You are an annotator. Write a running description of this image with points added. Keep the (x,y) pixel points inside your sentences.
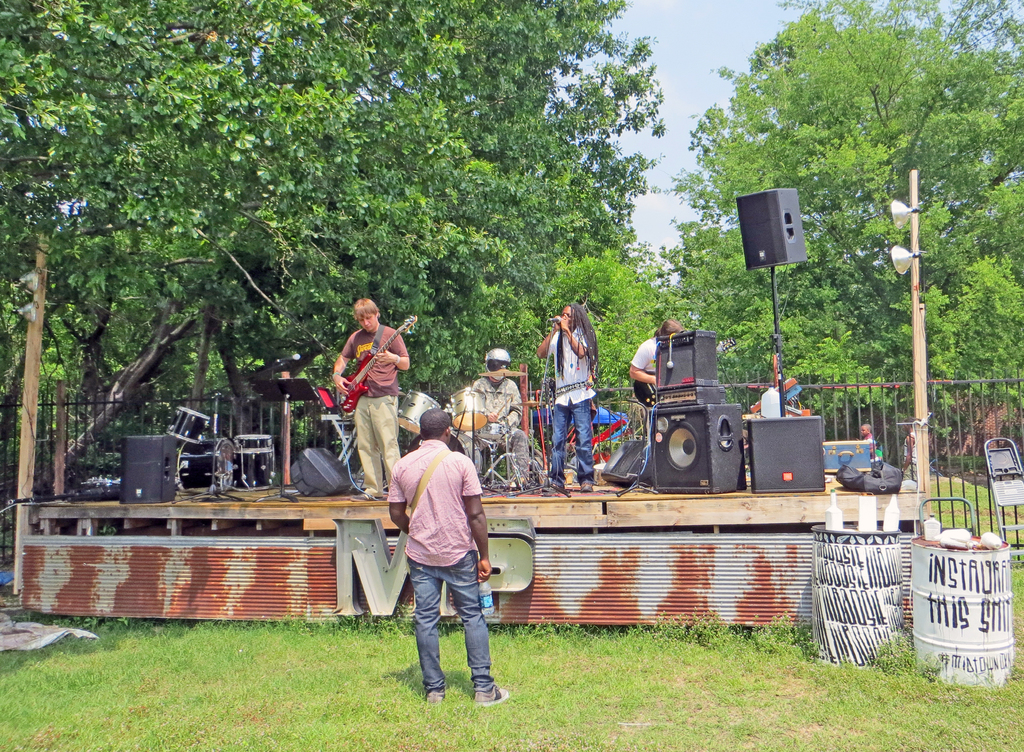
In this image I can see a person (431,551) standing on the grass (444,648), holding a bottle (487,596). There are people (487,386) standing on the stage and playing musical instruments (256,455). There are drums (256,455), pole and chair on the right (946,636). There is fence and trees (632,162) at the back (837,394).
